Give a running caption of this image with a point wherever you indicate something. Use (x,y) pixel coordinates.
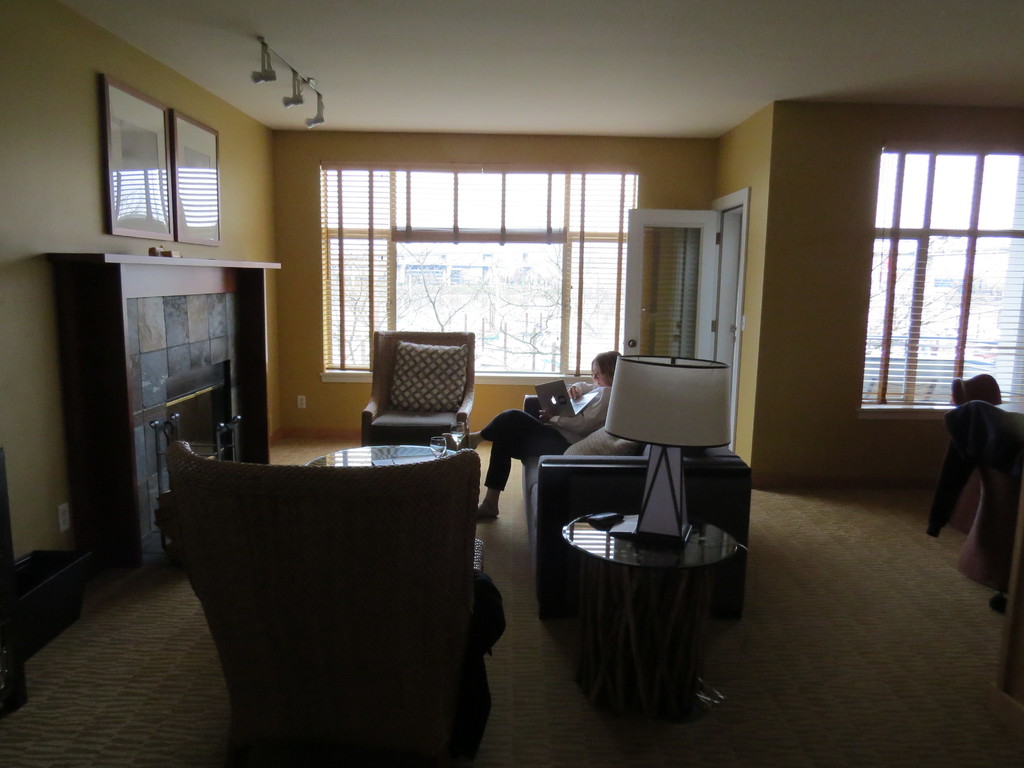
In this image i can see a woman (520,420) sitting on a couch (634,450) holding a laptop (569,411), at left (179,365) there is a fireplace (146,363) there are two frames (147,174) attached to a wall (66,168) painted in yellow color, there are two chairs (379,431) in front of a woman (493,423), and a table (390,449) at right (698,395) there is a lamp (653,453) on the table (685,546), there is a window (564,325), a wall (672,160) at the back side (669,167).
